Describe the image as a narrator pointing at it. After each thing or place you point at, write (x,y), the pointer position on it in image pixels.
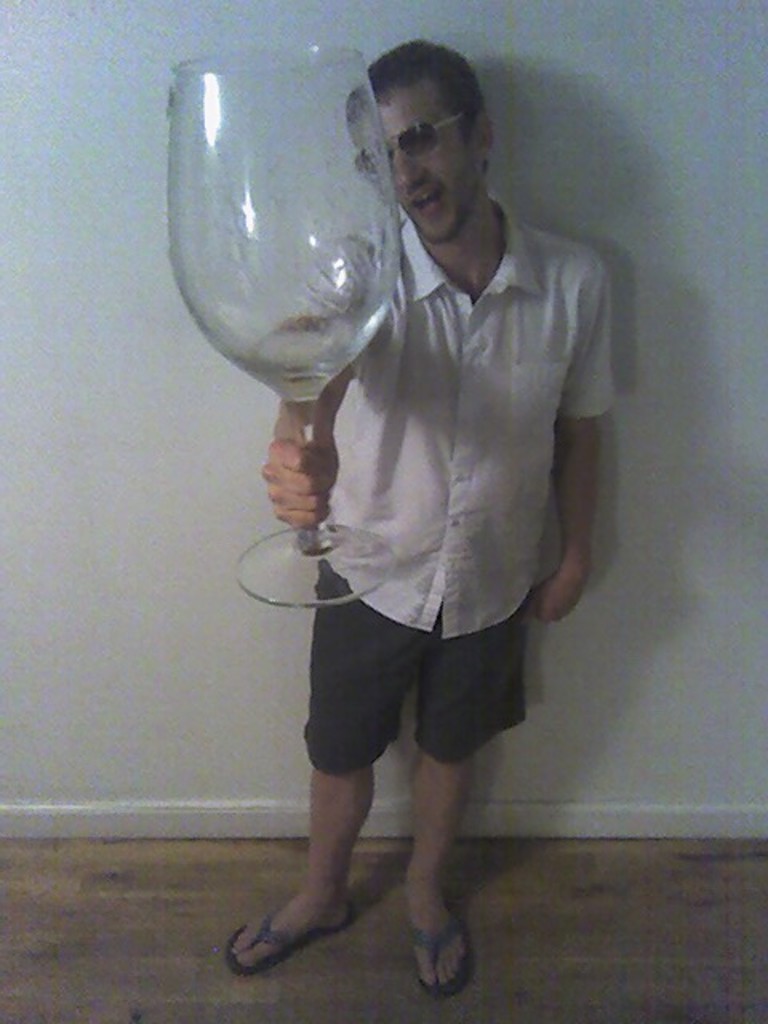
In the center of the image (332,677) there is a person (401,309) standing on the floor (503,891) holding a wine glass (303,410) In the background (20,152) there is a wall (685,240).
